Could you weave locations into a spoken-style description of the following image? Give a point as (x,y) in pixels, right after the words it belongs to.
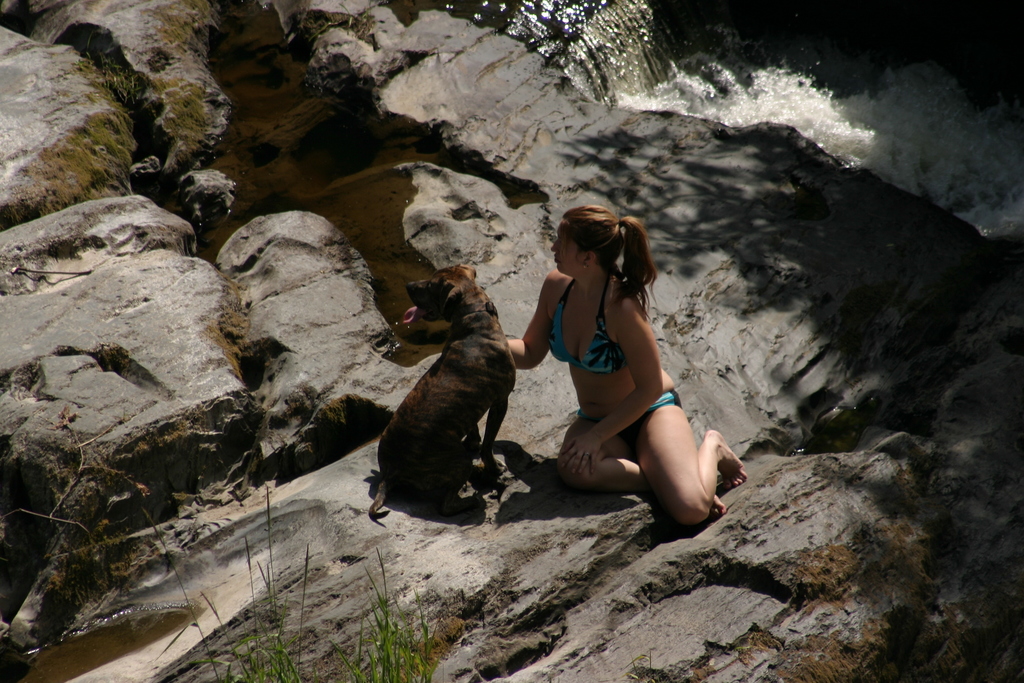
In this image we can see a woman (567,231) and a dog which is looking at somewhere. Here we can see a flow of water (935,133) on the right side (881,93).
